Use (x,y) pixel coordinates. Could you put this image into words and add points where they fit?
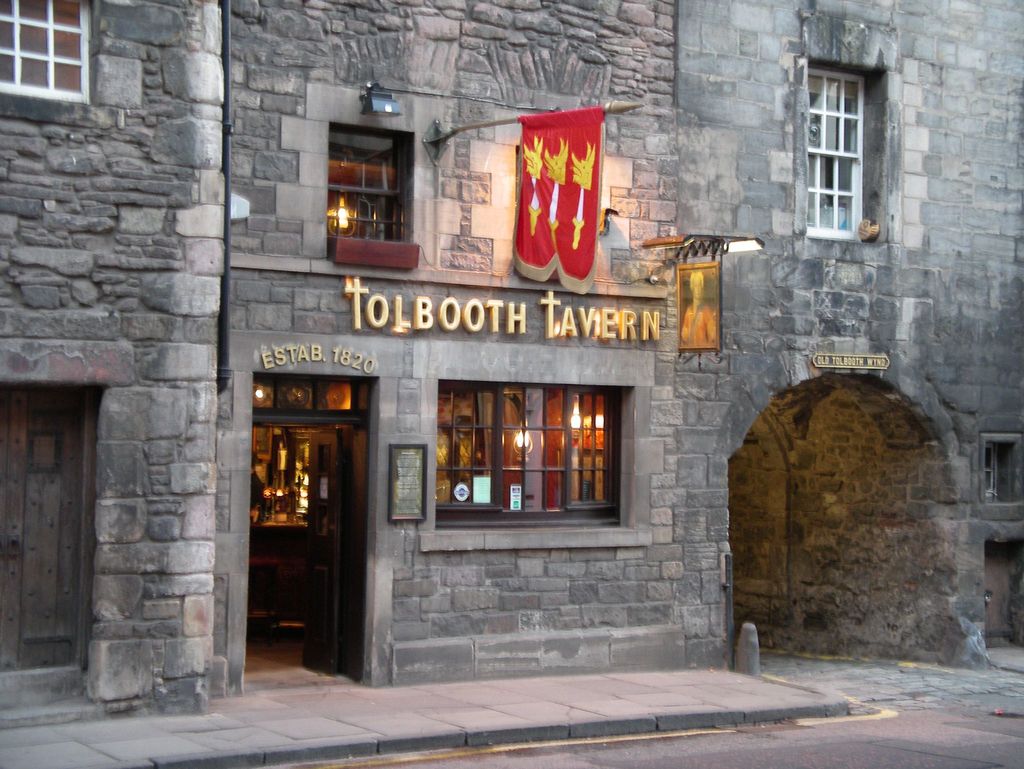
In this picture we can see road (834,682), building (805,278), windows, light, flag (538,230) and frame (714,302) attached to the wall (776,250).
